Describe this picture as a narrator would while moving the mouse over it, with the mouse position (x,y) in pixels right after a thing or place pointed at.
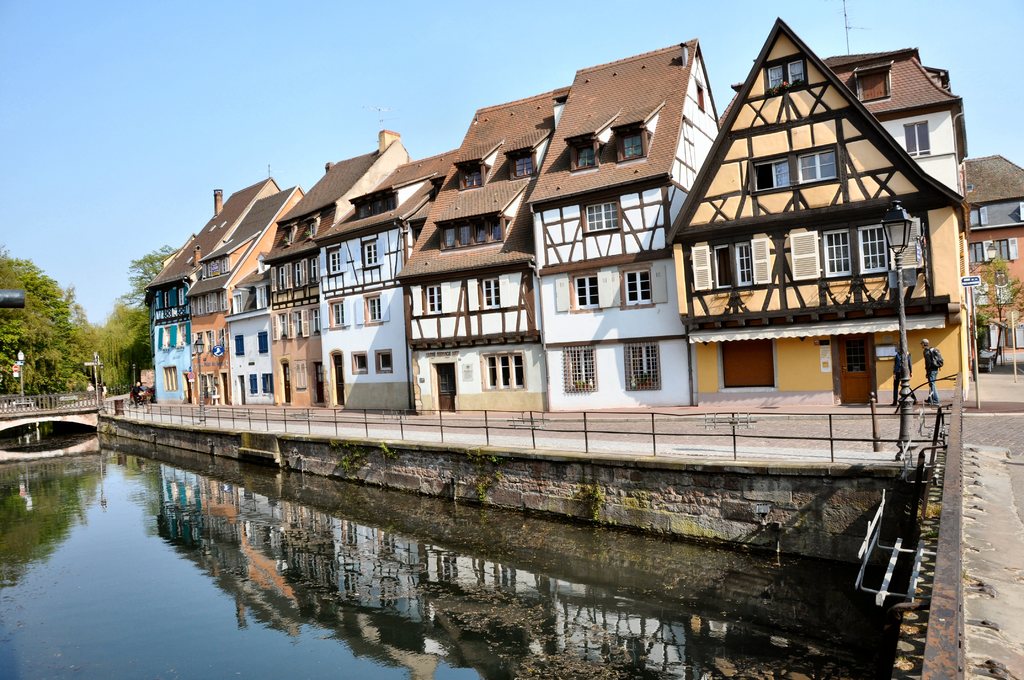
In this picture I can see there is a building (857,348), there is a canal (763,633) and there are two bridges (40,412) on the left (46,397) and another at the right side (956,424). There are trees (75,303) at left side (106,328) and there are two men (927,373) standing at the right side (927,373).
